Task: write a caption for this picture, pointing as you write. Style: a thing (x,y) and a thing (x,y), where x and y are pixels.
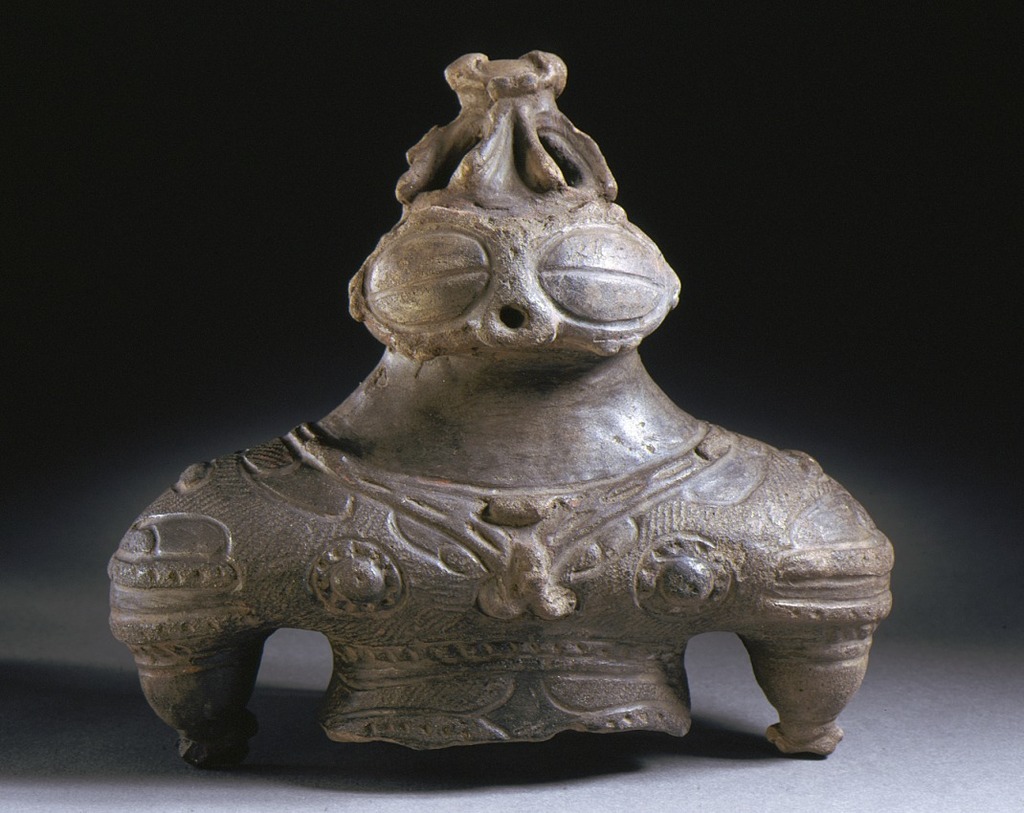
In this image I can see a mini sculpture (514,449) in the front (299,524). I can also see black colour in the background (274,272).
